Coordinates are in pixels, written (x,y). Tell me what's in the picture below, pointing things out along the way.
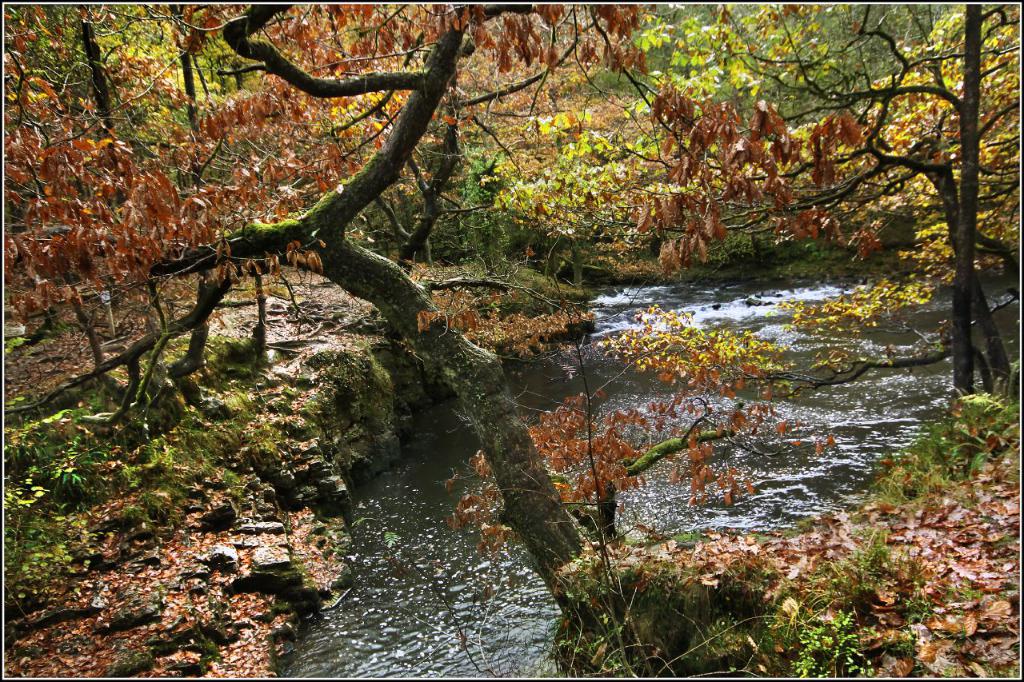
Here in this picture we can see water (601,355) flowing over a place and we can see plants (171,488) and trees (530,235) present all over the place over there.
